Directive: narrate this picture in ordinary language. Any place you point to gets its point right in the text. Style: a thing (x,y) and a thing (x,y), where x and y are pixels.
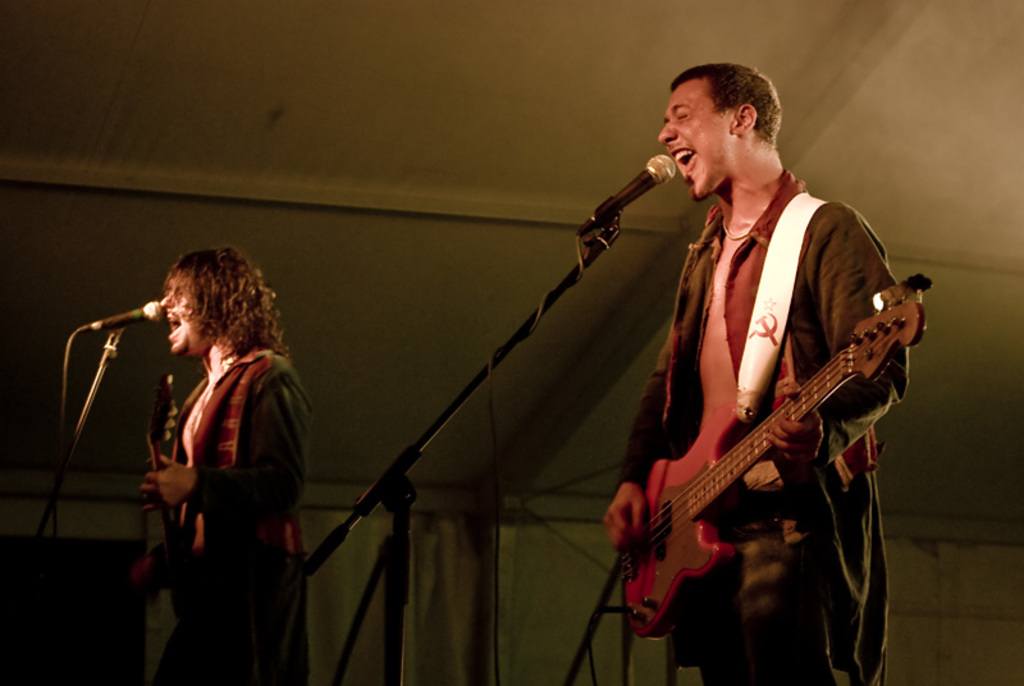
In this image i can see 2 persons (736,325) wearing jackets (251,441), standing and holding guitars (670,574) in their hands (163,495). I can see microphones (660,173) in front of them. In the background (145,330) i can see the roof (394,152) and the wall (974,601).
